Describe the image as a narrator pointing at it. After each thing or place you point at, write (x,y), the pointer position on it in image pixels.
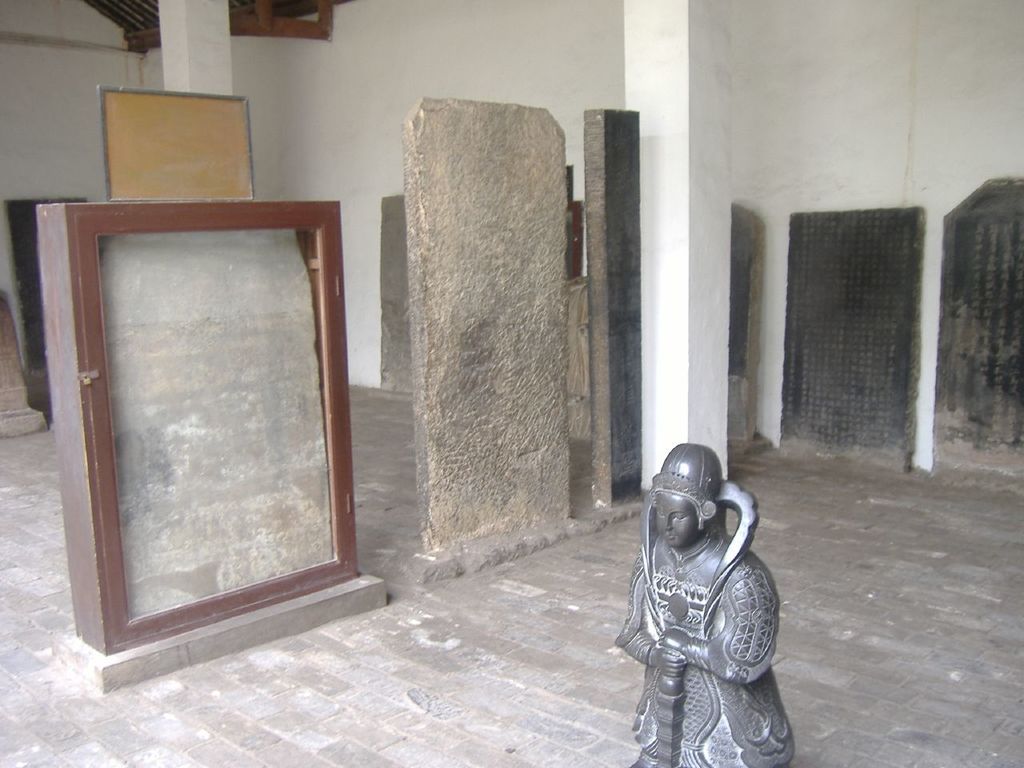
In the picture I can see the statue (759,599) on the right side (684,589). I can see the wooden glass display cabinet (233,449) on the left side (180,500). I can see the vertical rock structures (443,282). There is a pillar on the right side (690,342).
